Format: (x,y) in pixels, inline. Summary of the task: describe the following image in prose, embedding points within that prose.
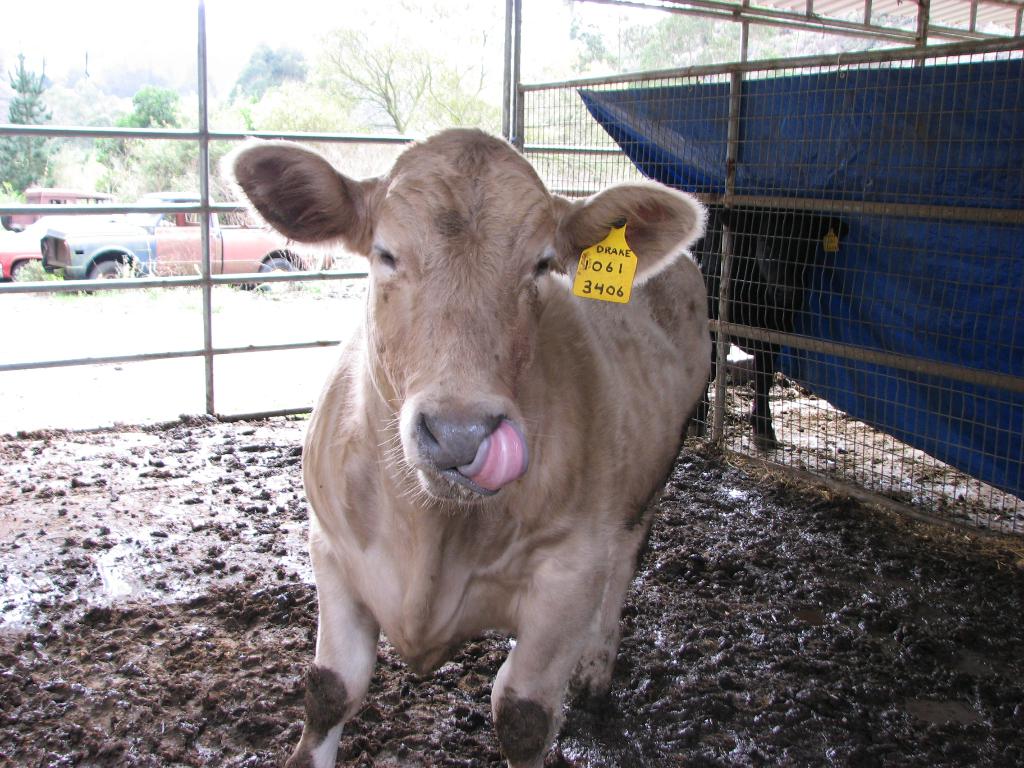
In the image there is a calf (587,237) with a tag (607,237) on its ear (647,222) standing on mud land (190,566) inside a fence (76,206), in the back (83,244) there are vintage cars (190,263) in front of the trees (185,143).
